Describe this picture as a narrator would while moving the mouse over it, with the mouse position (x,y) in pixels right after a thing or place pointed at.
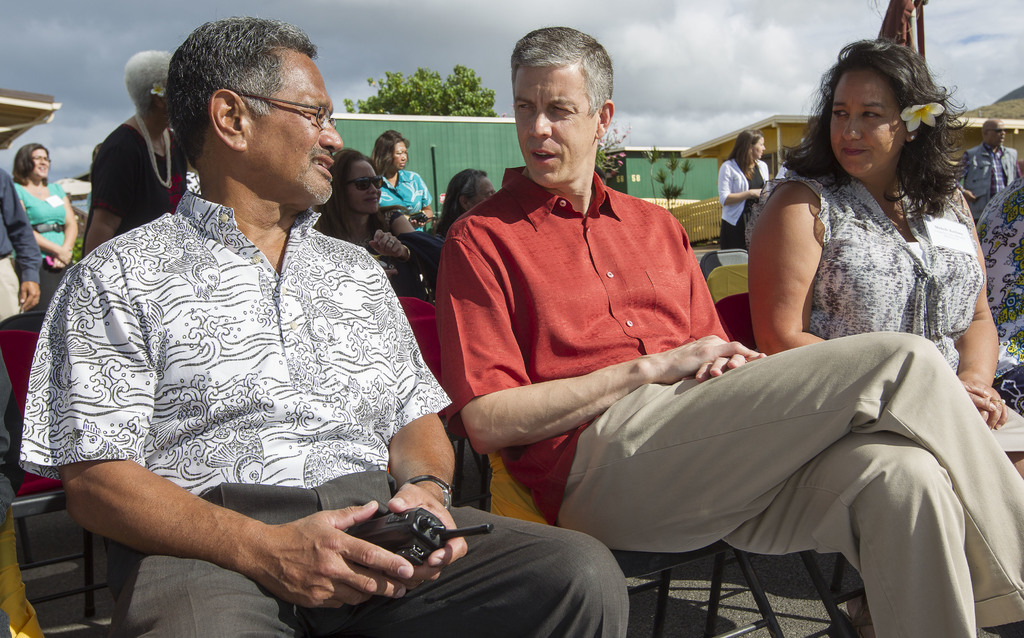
In this image I can see there are three persons (270,454) sitting on the chair (74,558) and background (139,170) I can see there are group of people (367,172) and I can see tree (457,89) and the sky (461,31) and green color boxes (472,154) and plants (676,187) and house (779,129) visible in the background (770,145).
